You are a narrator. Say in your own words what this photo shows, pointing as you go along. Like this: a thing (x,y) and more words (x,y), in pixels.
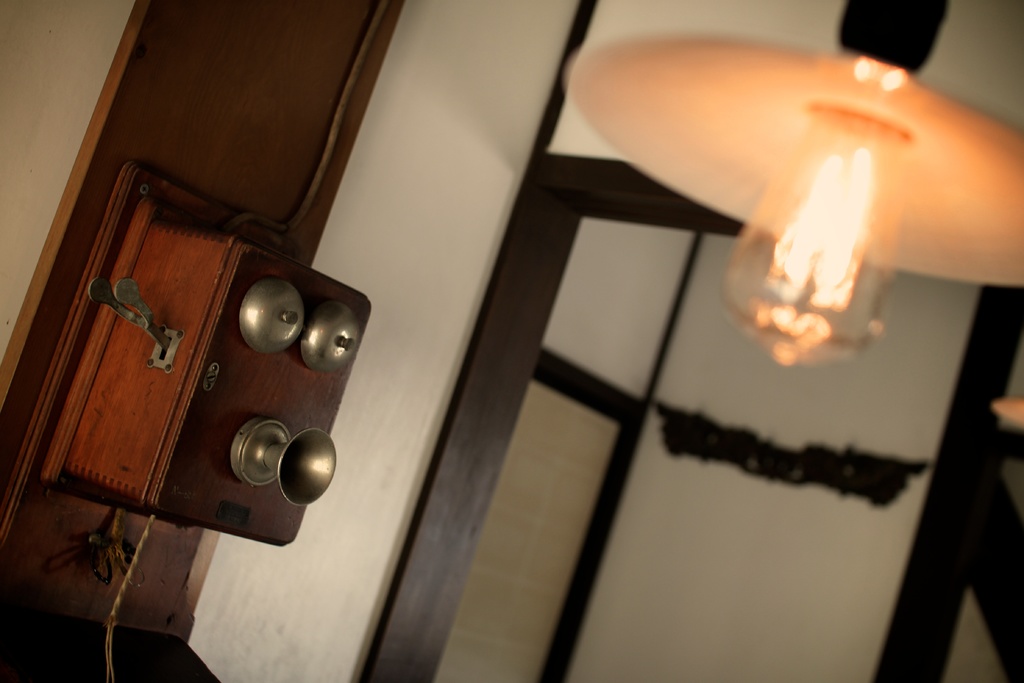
In this image I can see a bulb (738,297) and I think it's telephone (347,331).
